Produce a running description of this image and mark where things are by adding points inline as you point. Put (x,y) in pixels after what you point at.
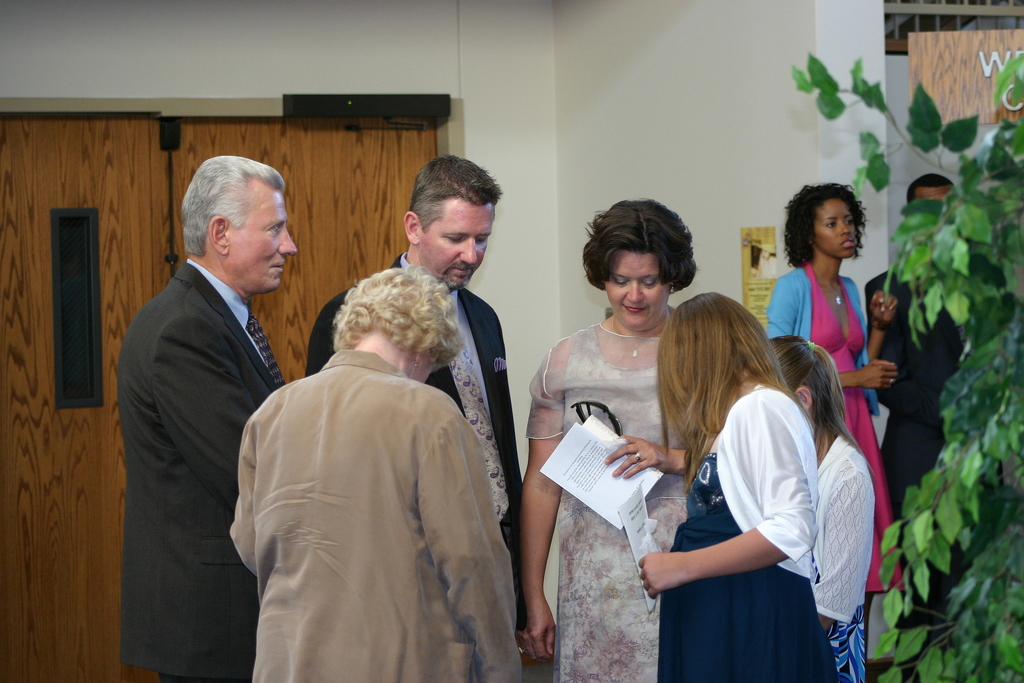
This picture describes about group of people (661,378), in the middle of the image (614,306) we can see a woman (631,333), she is holding few papers (582,424) and spectacles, on the right side of the image (915,130) we can see a plant (1007,415), in the background (762,285) we can find a poster (769,270) on the wall (692,195).
